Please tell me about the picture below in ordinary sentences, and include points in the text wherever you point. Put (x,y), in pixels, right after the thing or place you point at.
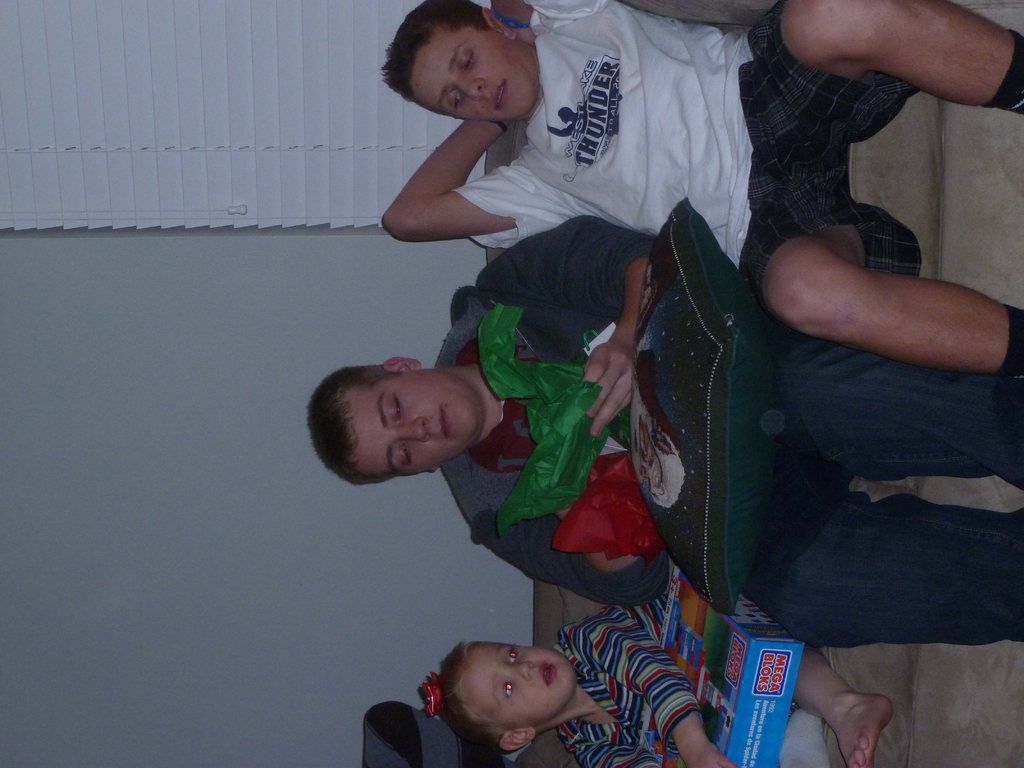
In the foreground of this image (540,558), there are two men (525,424) and a kid (688,695) sitting on the couch (925,669). The man (892,497) in the middle (661,443) is holding a pillow (661,443) and covers (587,457) in his hand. In the background (327,320), we can see wall (220,285) and the window blind (170,119).
